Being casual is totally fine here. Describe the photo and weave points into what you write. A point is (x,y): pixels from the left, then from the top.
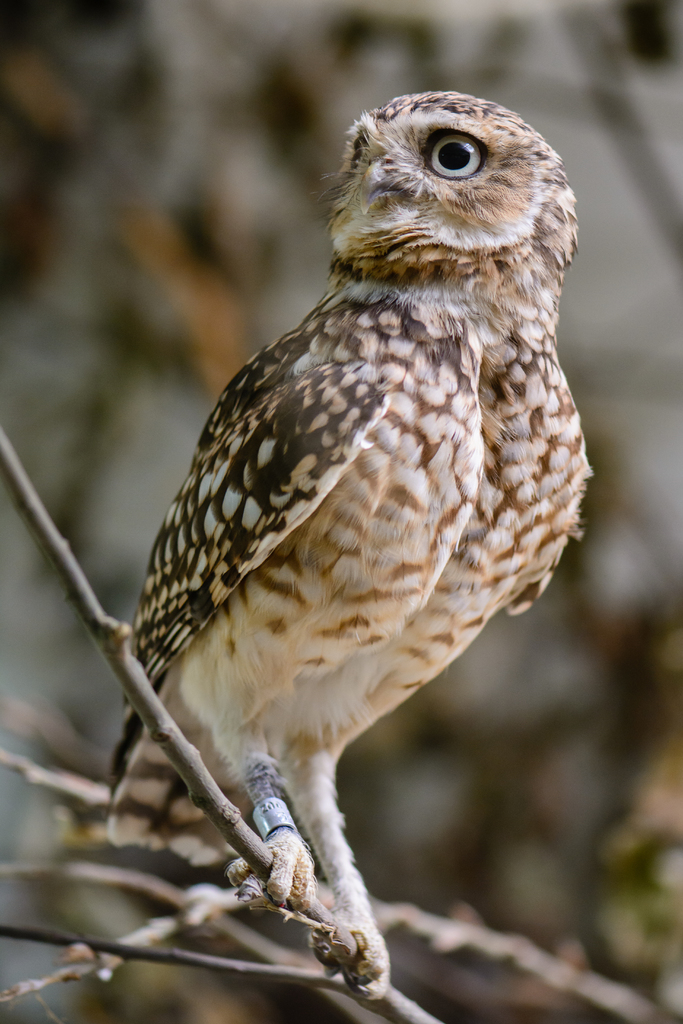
Here I can see a bird (252,561) on a stem (366,1000). The background (67,441) is blurred.
